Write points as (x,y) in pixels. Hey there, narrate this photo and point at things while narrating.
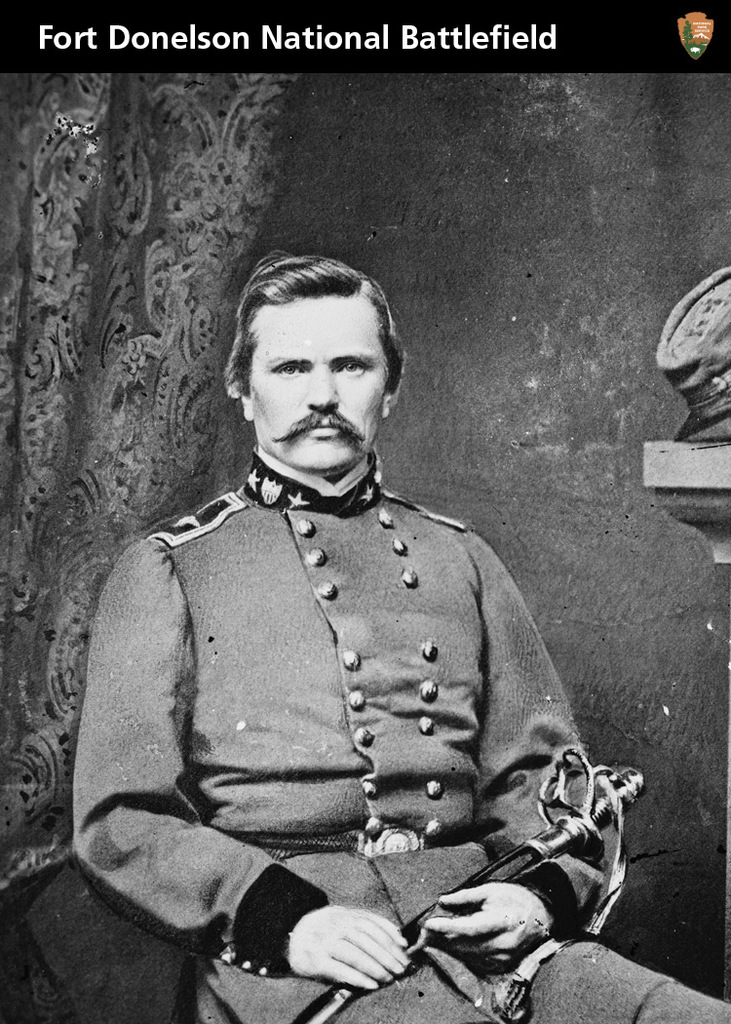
In this picture we can see a man (410,986) who is sitting and hold a sword (517,855) in his hands (516,919). And he wear a uniform (378,632).
